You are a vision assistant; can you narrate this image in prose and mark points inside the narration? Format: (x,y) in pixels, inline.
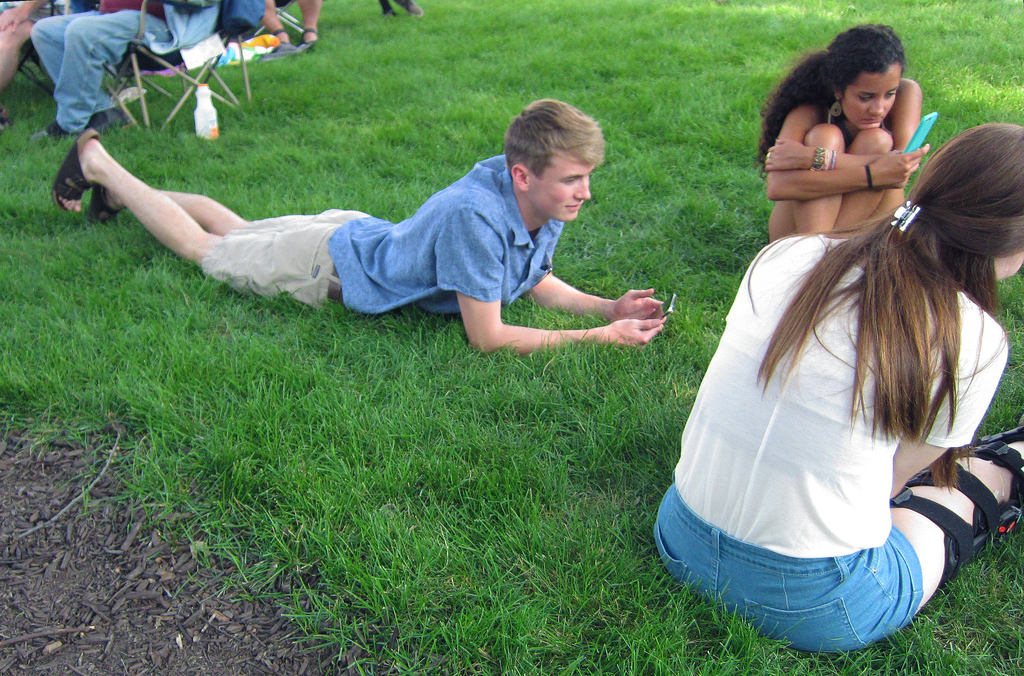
In this picture there is a boy (297,285) in the center of the image (515,309) he is lying on the grassland (629,262) and there are girls (804,222) on the right side of the image (905,331), there are other people (106,24) those who are sitting on the chairs (178,57) at the top side of the image (134,33), there is a bottle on the grassland (175,125).
